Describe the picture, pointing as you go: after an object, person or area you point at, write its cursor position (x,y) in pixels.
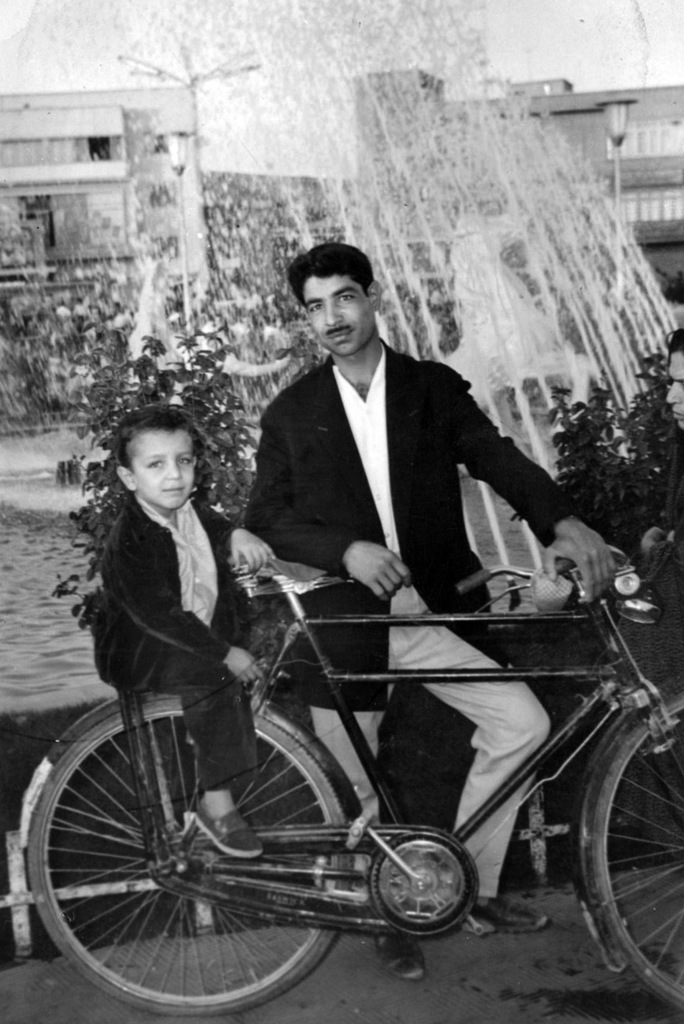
In this we can see a man (334,444) wearing black coat (344,471) and white shirt (372,464) is standing near the bicycle (295,586), And a small boy (239,535) sitting on the back side of the cycle stand (131,702). Behind them there is a water fountain (505,280), some plant (624,464) and houses (98,265).
